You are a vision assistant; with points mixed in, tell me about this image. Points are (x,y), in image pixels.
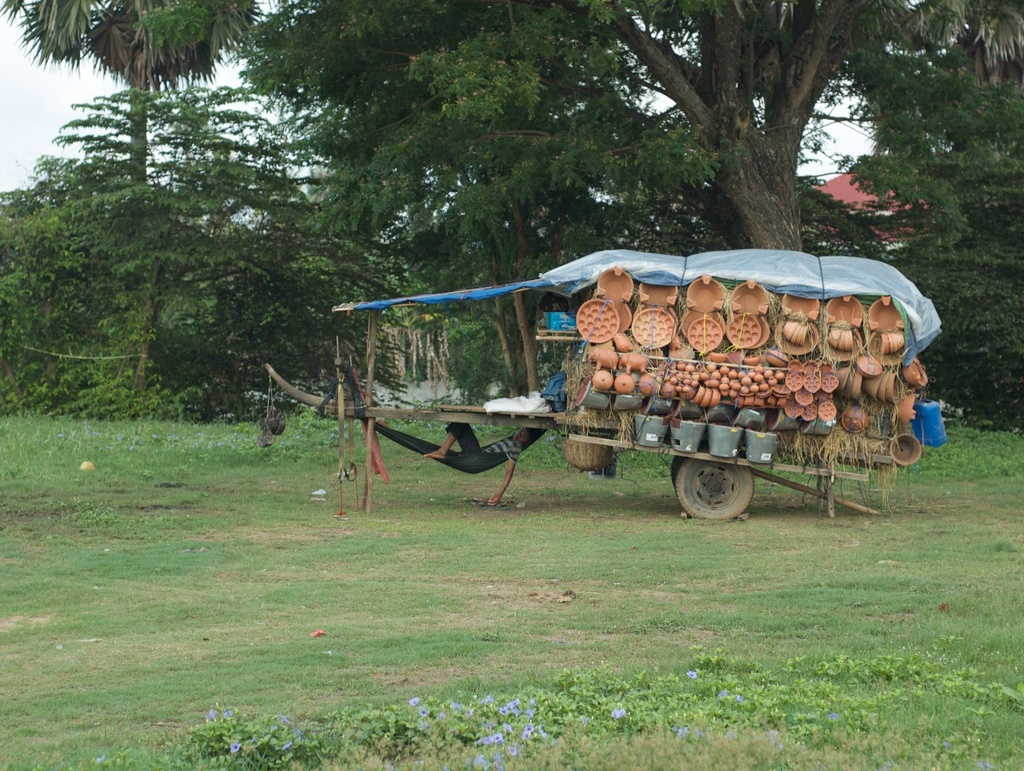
Here in this picture we can see a cart (619,413) present on the ground (768,609), which is fully covered with grass (205,559) and we can also see utensils (723,416) present on it and in the front of it we can see a person (481,448) lying and behind that we can see number of plants (261,373) and trees (453,224) present and we can see the sky (310,182) is cloudy.
